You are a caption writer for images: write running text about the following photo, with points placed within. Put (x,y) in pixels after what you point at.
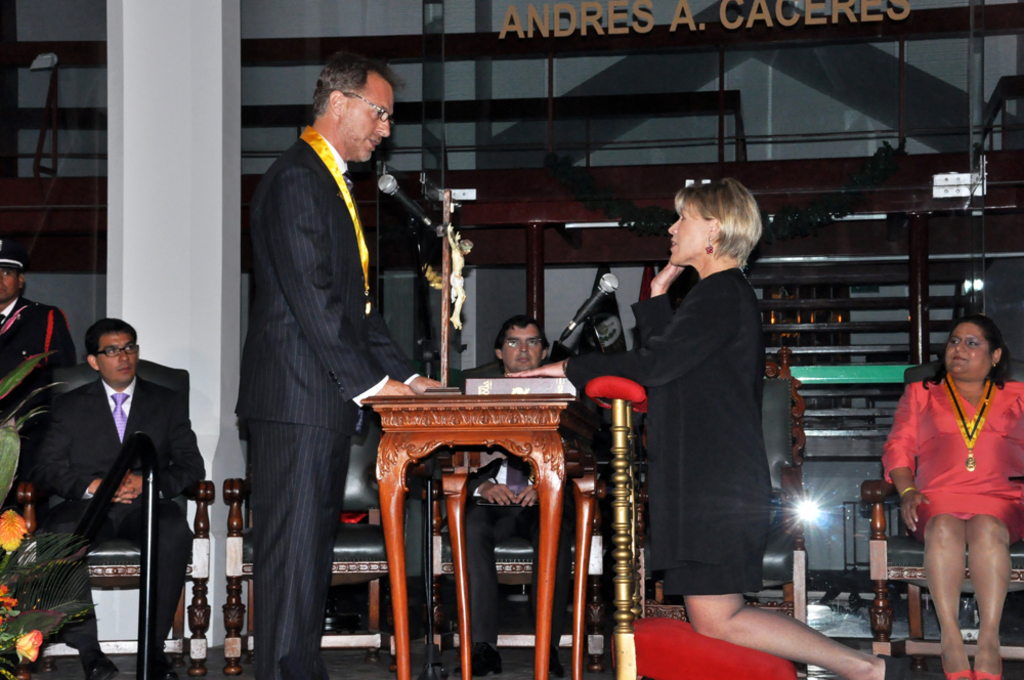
In this picture we can see some persons (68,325) are sitting on the chairs (874,626). This is table (460,615). And there is a mike (419,211). On the background (210,162) there is a pillar (146,219). And this is plant (17,624).
